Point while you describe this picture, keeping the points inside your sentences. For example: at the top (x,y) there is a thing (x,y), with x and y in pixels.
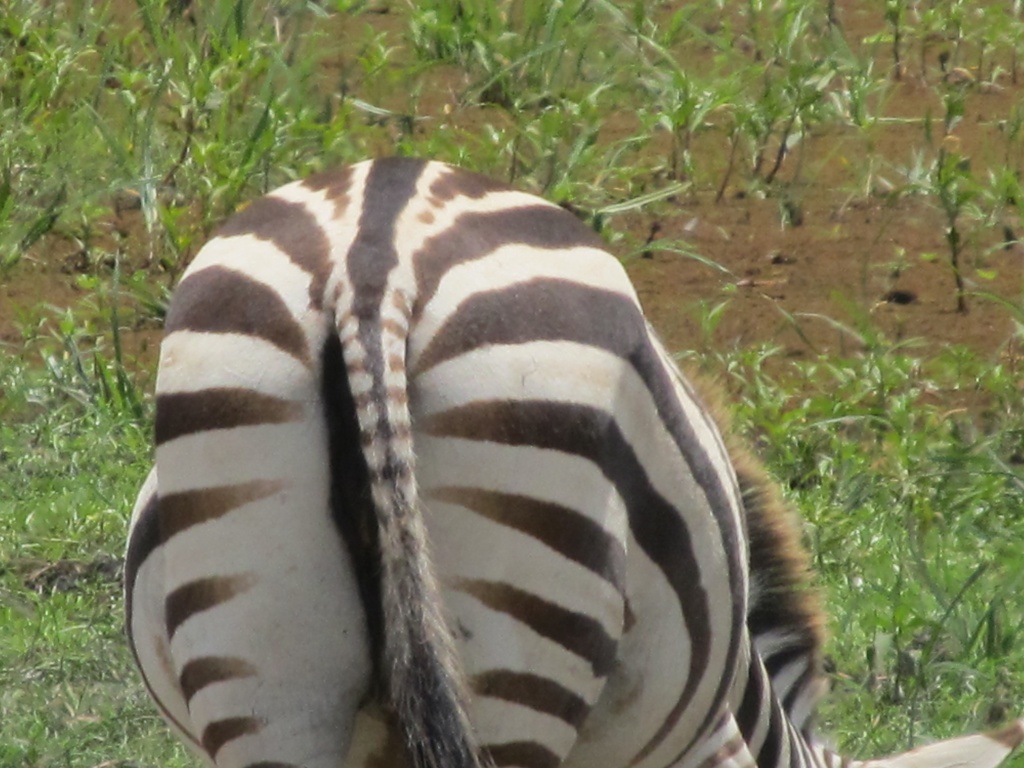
In the image there is a zebra (665,532) and it looks like it is grazing the grass (830,695).
